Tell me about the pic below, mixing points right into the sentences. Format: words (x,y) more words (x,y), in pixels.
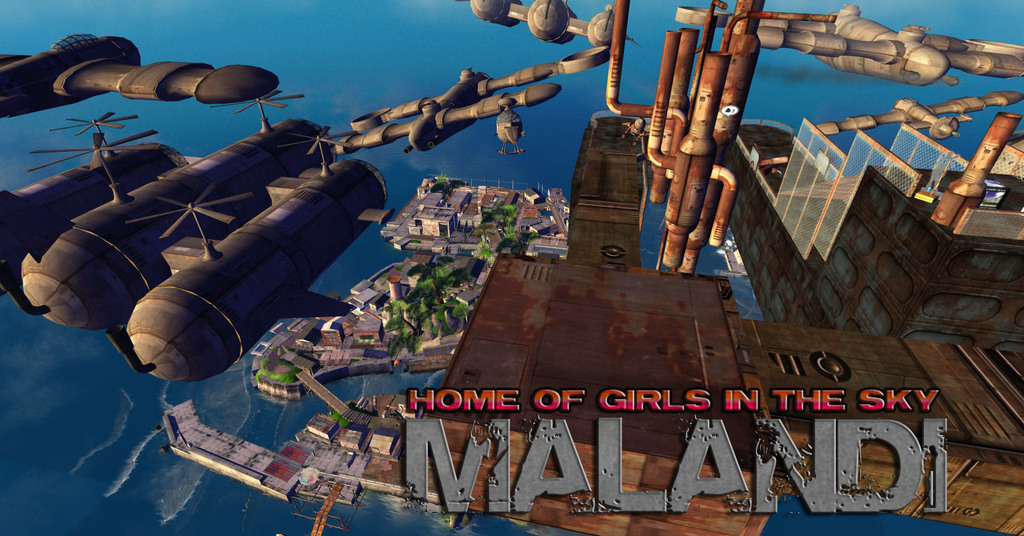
This is an animated image. In this image we can see there are flying aircrafts (305,181). In the background (563,44) we can see trees (425,298), buildings (478,212) and water (62,525). At the bottom (527,486) there is text (542,470).
